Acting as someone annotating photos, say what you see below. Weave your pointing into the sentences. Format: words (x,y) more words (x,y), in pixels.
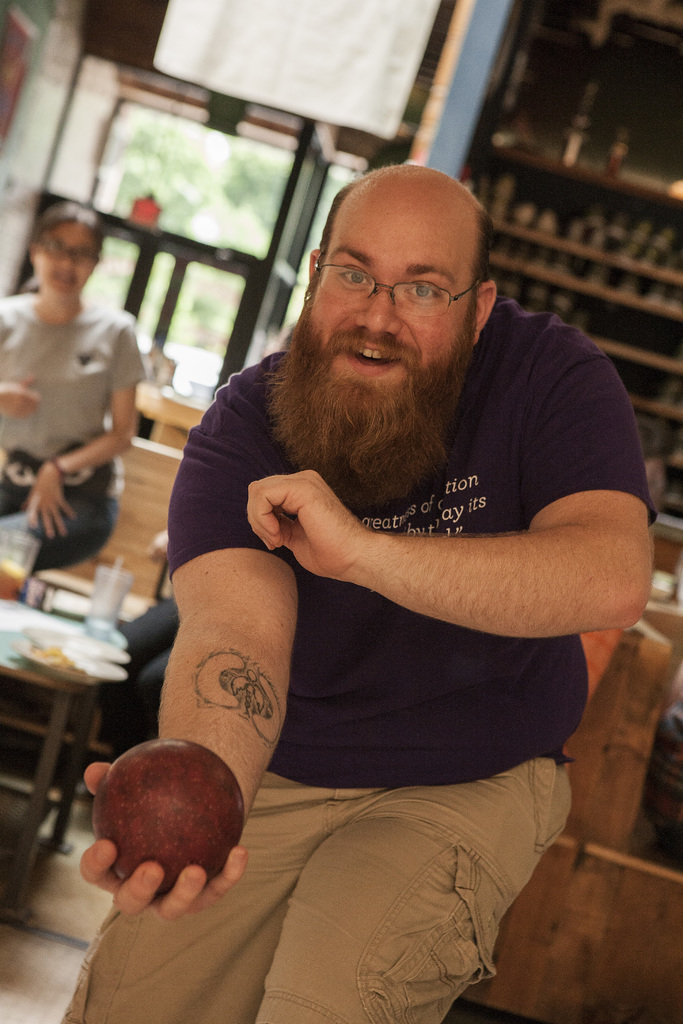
In this image there is a man (345,757) who is holding the ball (143,792). In the background (82,450) there is a woman (82,527) sitting in the chair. In front of her there is a table (62,672) on which there are plates (78,642) and glasses (26,561). Behind her there is a window (147,246).
